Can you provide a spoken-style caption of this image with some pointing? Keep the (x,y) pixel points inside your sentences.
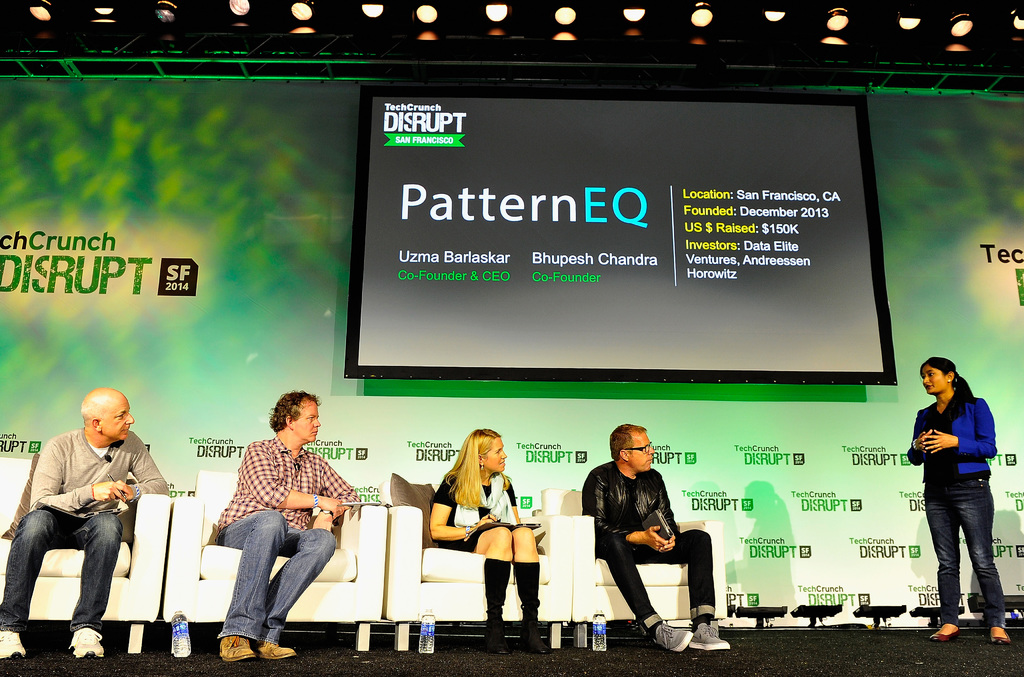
In the center of the image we can see four persons (486,476) are sitting on a couch (453,589). On the right side of the image (940,390) a lady (975,411) is standing. In the background of the image (353,265) we can see screen (516,340), board (352,197), lights (702,41) are there. At the bottom of the image (596,662) we can see bottles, floor (929,642) are there.
